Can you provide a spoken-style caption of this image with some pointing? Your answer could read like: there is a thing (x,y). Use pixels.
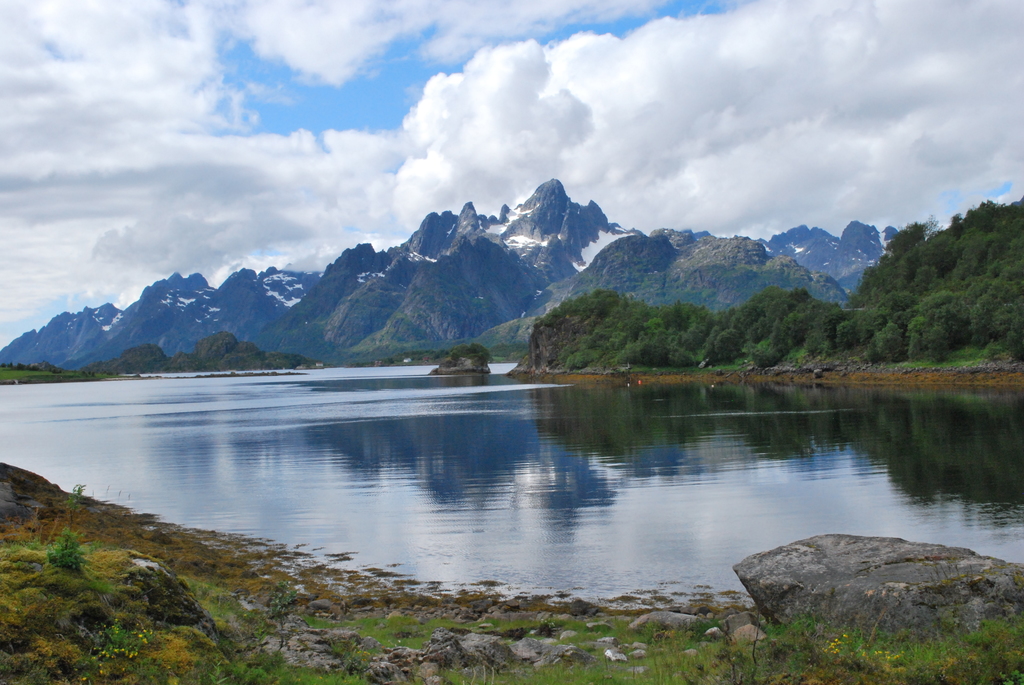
This image consists of water (474,537) in the middle (407,453). There are trees (641,330) and mountains (74,359) in the middle (359,299). There is sky (436,100) at the top (315,100).
